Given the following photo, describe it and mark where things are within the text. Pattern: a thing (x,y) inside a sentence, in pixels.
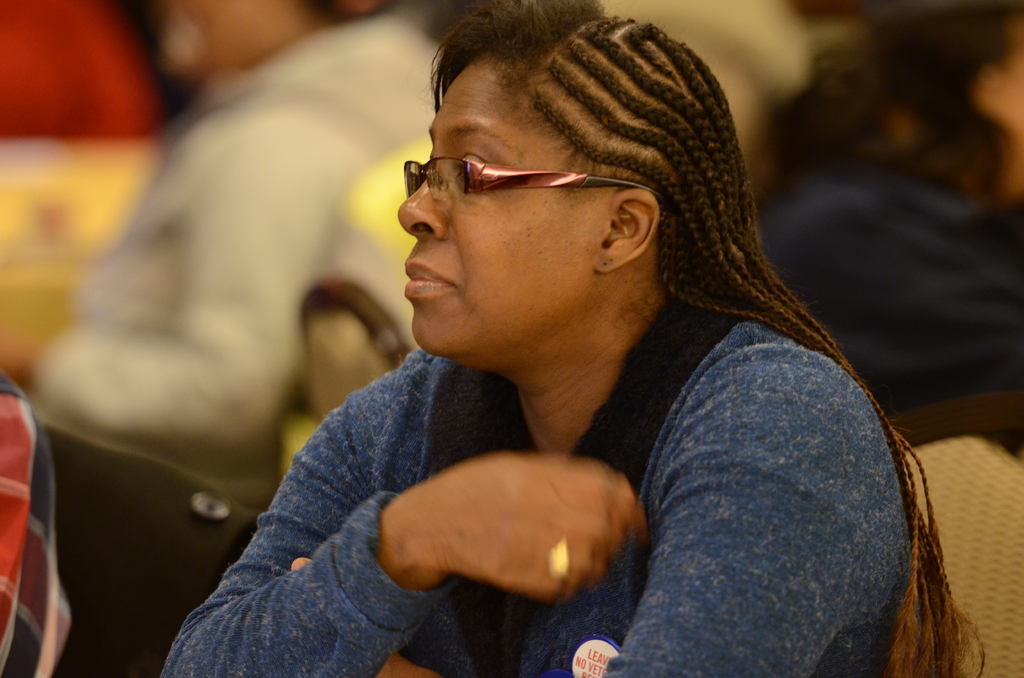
Here we can see a woman (529,336) is sitting on a chair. In the background (336,193) the image is blur but we can see few persons (110,267) are sitting on the chairs (388,326).
